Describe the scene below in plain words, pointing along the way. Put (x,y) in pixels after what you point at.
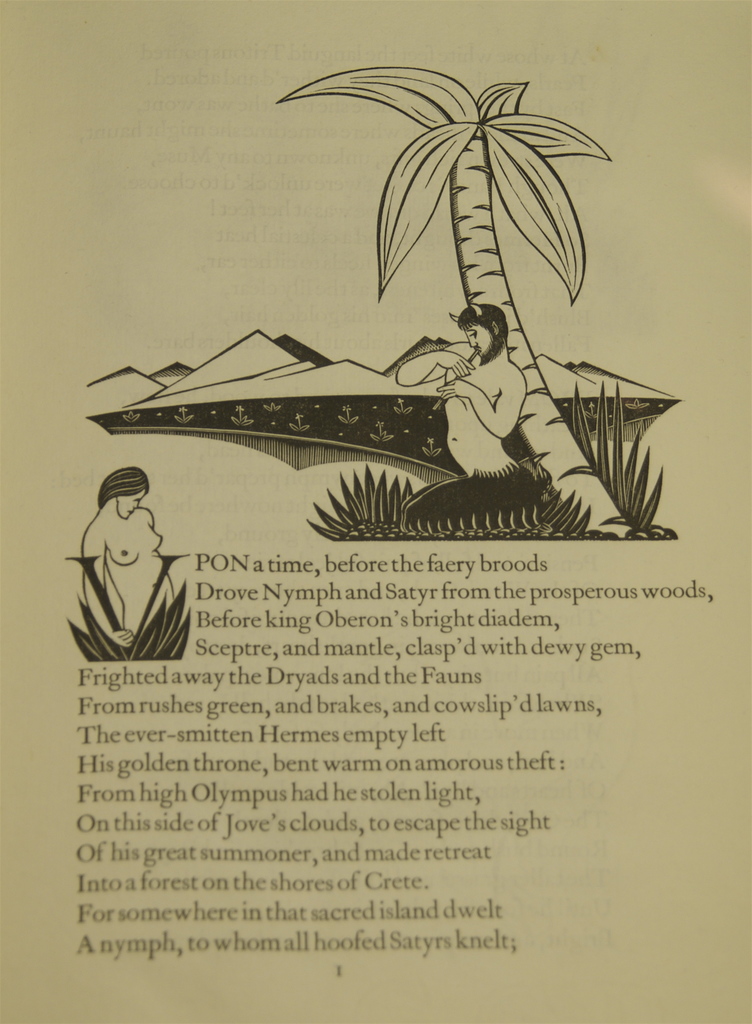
In this image, we can see a photo (747,164) of the paper (110,437), we can see a woman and a satyr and there is some text (505,597) on the photo (671,880).
